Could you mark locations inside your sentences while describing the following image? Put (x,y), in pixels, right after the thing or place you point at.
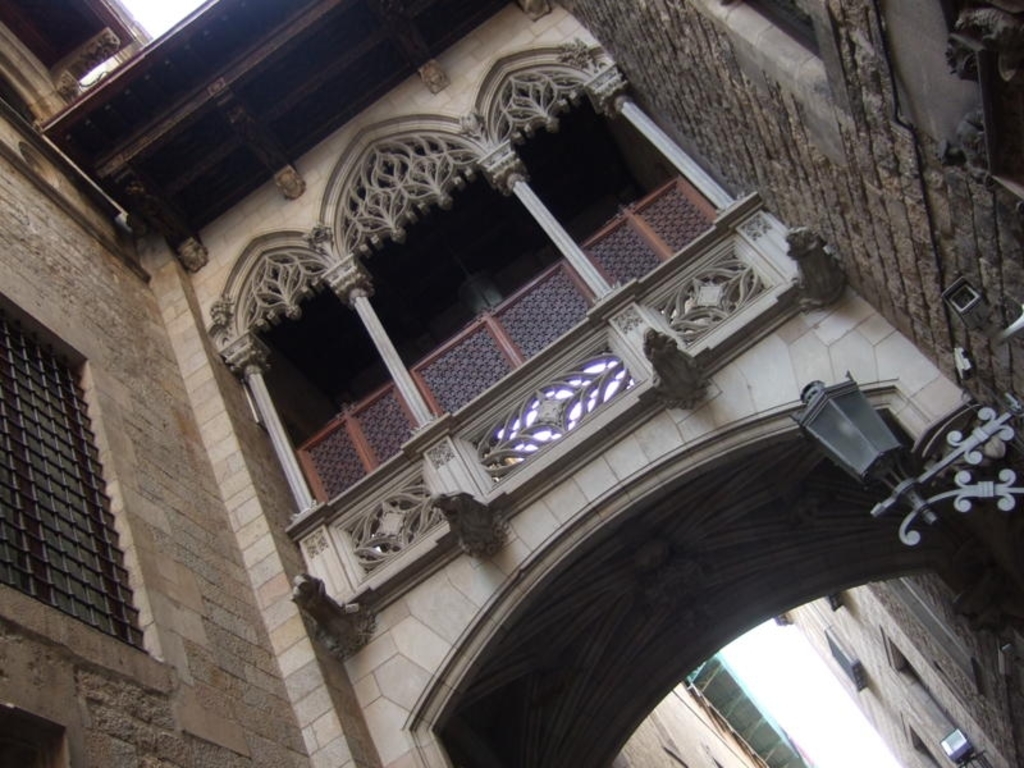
In this picture we can see an arch (551,575), lamp (859,469), CCTV camera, buildings (607,435) and some objects (957,744).
